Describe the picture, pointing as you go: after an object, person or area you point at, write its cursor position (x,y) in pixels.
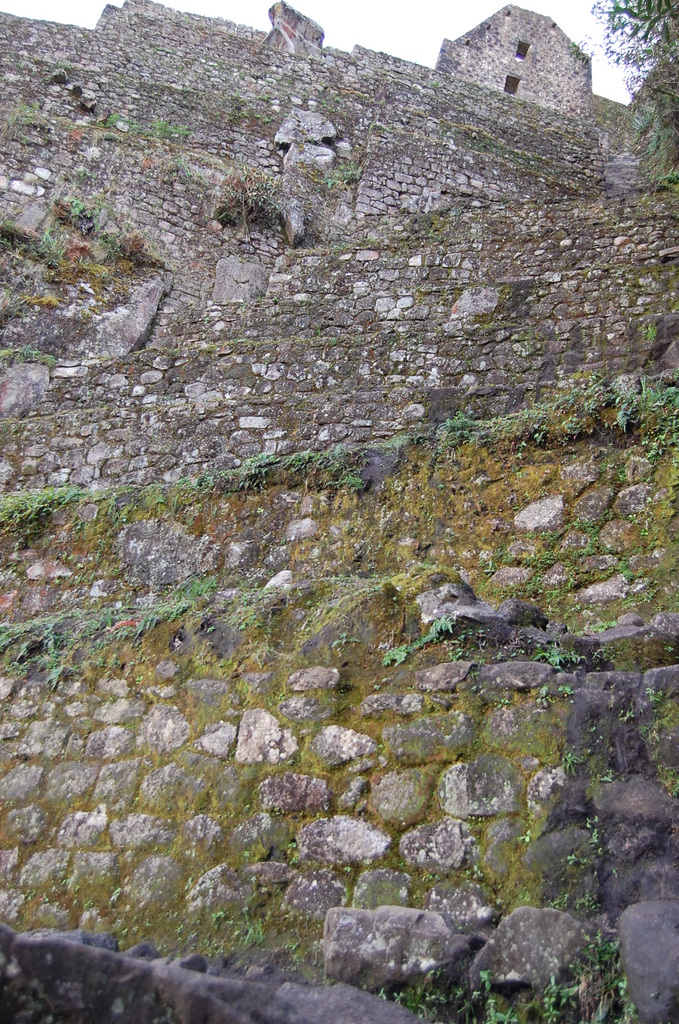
This image consists of a wall (265,569) made up of rocks (355,850). It is very tall. And there are small plants (428,437) grown in the wall (177,277). To the right (657,18), there is a tree (665,27). To the top (474,7), there is a sky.
